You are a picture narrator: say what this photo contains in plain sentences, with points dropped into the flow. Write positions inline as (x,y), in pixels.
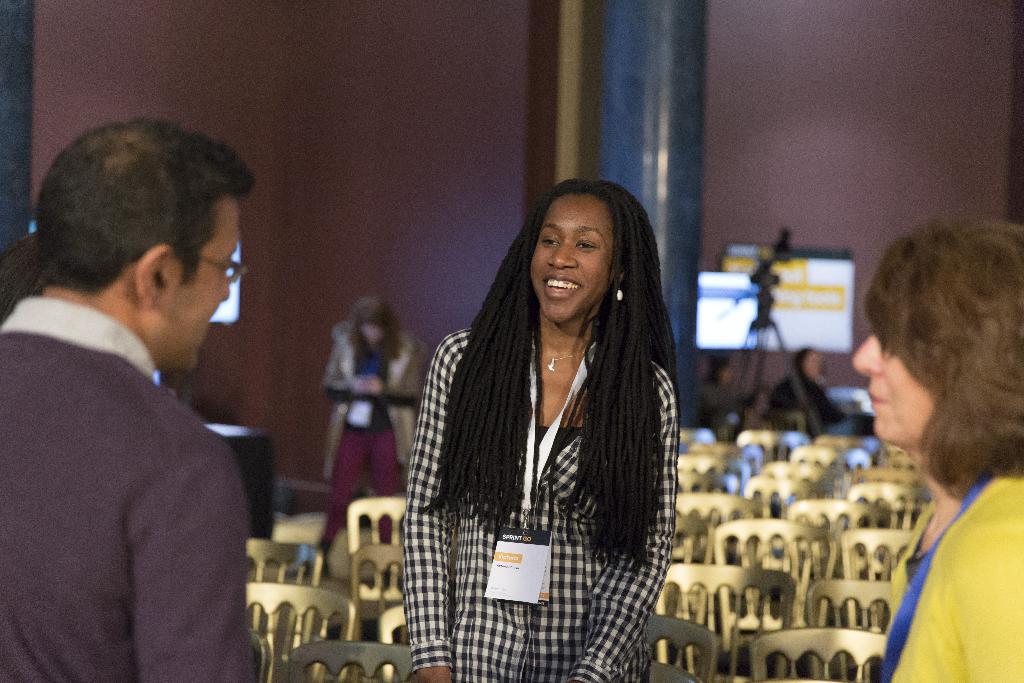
Front these three people (494,471) are standing. This woman (559,482) wore an id card (523,538) and smiling. Background (789,298) there are chairs (775,483), camera (767,286) with stand (759,322), screen (806,303), people (740,406) and pillar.
